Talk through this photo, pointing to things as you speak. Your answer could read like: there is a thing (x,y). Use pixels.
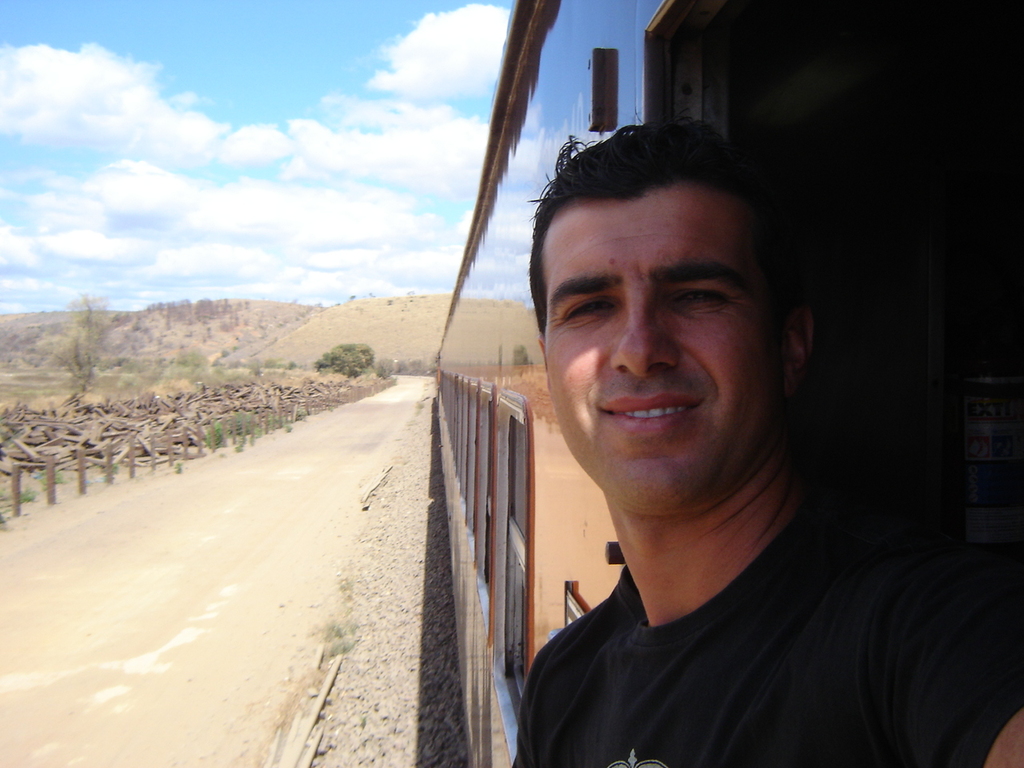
In the foreground of the picture (815,381) there is a person (811,522) in a train (525,340). In the center of the picture (363,459) there are stones (354,695) and path (270,458). On the left (70,451) there are wooden sticks (123,434), fencing (85,473) and trees (363,363). In the background (237,312) there are hills (320,313). Sky (265,200) is bit cloudy and it is sunny.
